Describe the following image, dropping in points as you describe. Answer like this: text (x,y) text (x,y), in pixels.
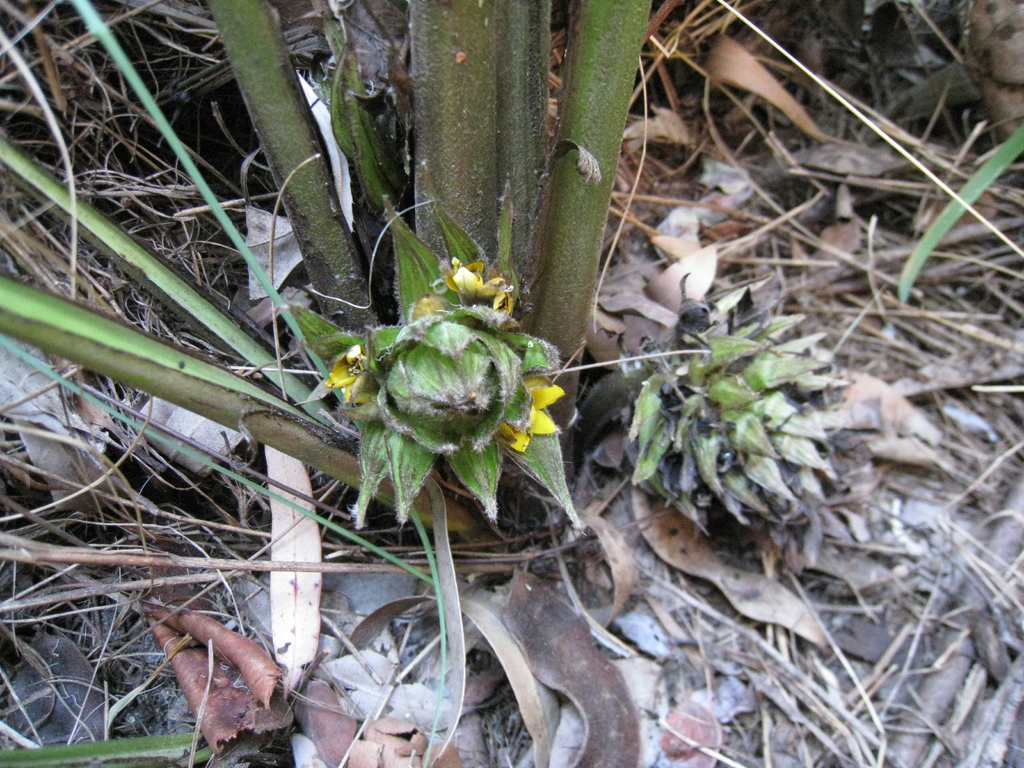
In this image there is a flower (455,393). Around the flower (438,273) there are branches (318,151). At the bottom of the image (609,674) there are dried leaves (559,648).
